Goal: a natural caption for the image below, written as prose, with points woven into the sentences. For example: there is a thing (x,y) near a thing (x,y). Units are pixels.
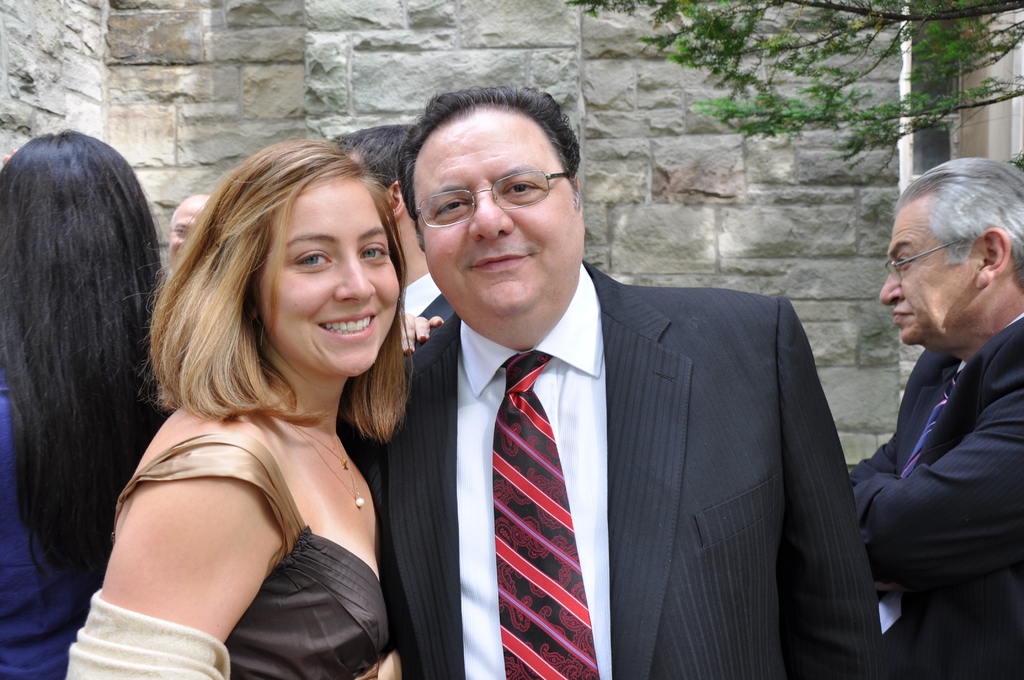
In this image there are two persons (400,433) standing with a smile on their face (351,342), behind them there are other few people (111,298) standing. In the background (813,68) there is a tree (962,46) and a wall (267,94).
